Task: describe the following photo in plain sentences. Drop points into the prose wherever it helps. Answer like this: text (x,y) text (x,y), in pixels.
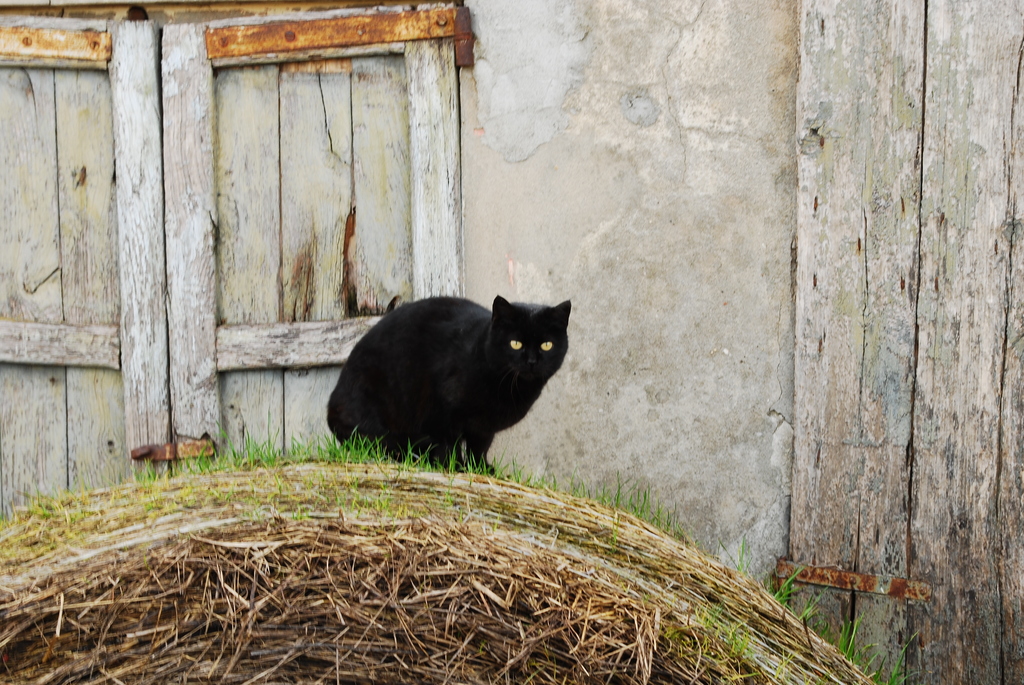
In this image we can see a cat (394,401) on the grass (376,590) and in the background (789,131) we can see a building (168,112) with wooden doors (126,429).
